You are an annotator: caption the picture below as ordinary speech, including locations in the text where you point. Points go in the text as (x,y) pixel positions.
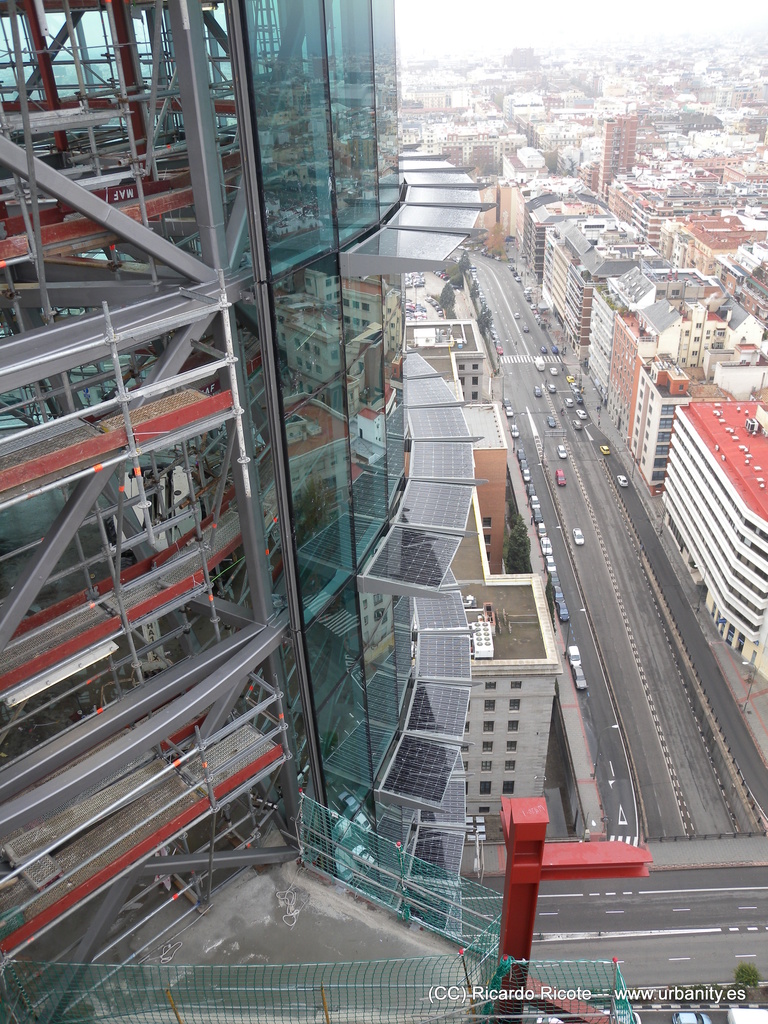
In this image we can see the overview of a city (656,954). Bottom of the image (408,1001) net (369,998) is there. To the both sides of the image buildings (356,395) are present and cars (529,301) are moving on the road (658,718).
